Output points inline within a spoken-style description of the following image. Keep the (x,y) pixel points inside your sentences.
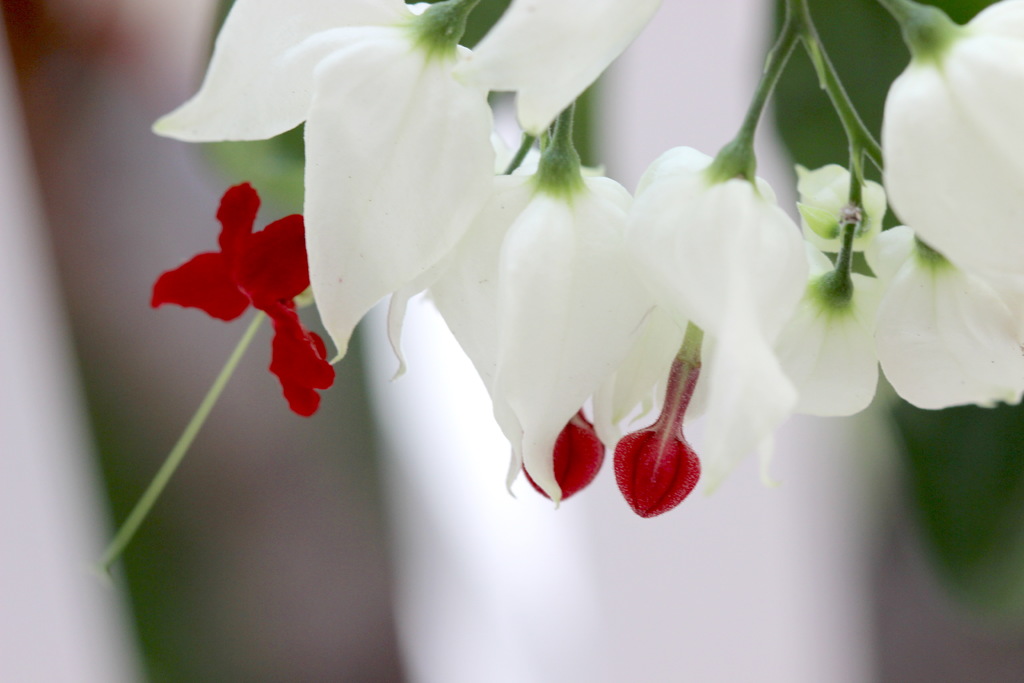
In this picture we can see flowers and in the background (165,426) we can see it is blurry.
